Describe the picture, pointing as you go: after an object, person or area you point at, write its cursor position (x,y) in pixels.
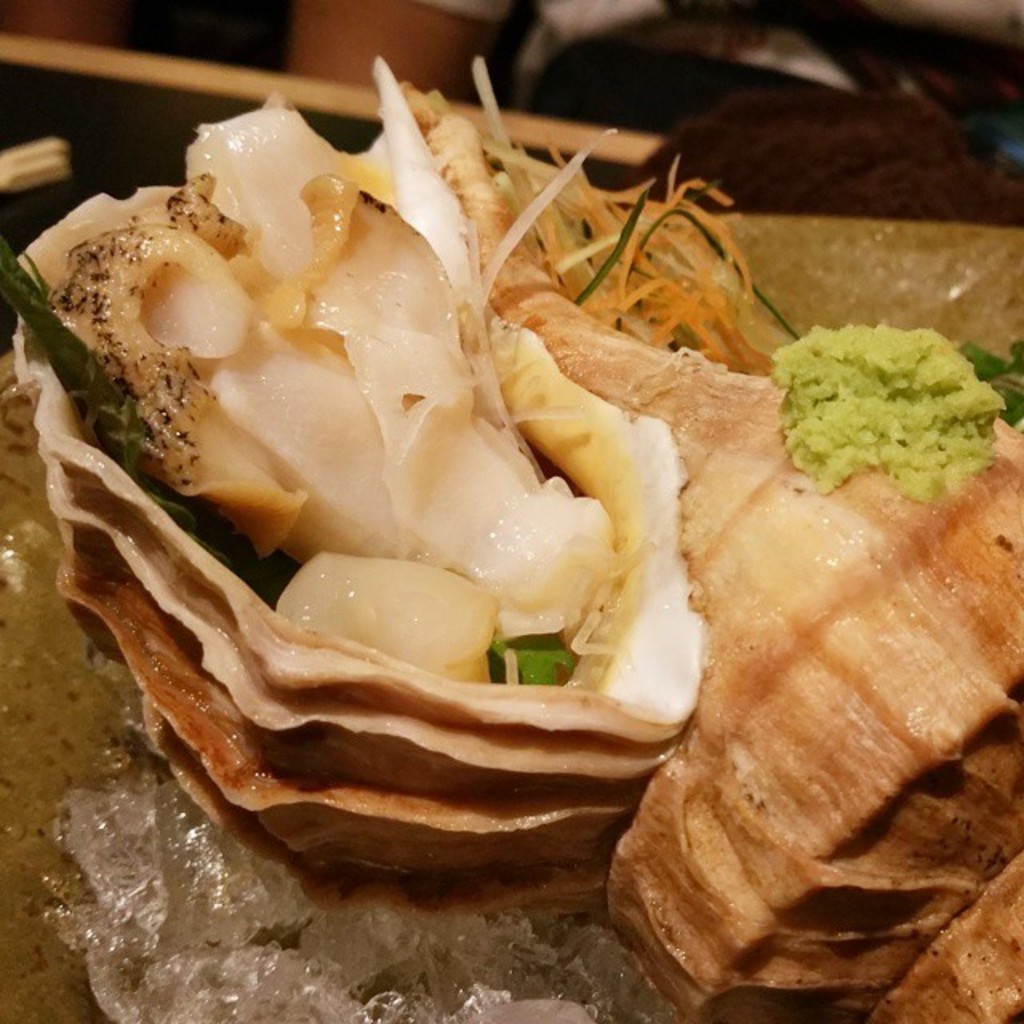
In the foreground (427,376) we can see a food item (442,455) and ice cubes (192,908). At the top (611,43) it is blurred.
